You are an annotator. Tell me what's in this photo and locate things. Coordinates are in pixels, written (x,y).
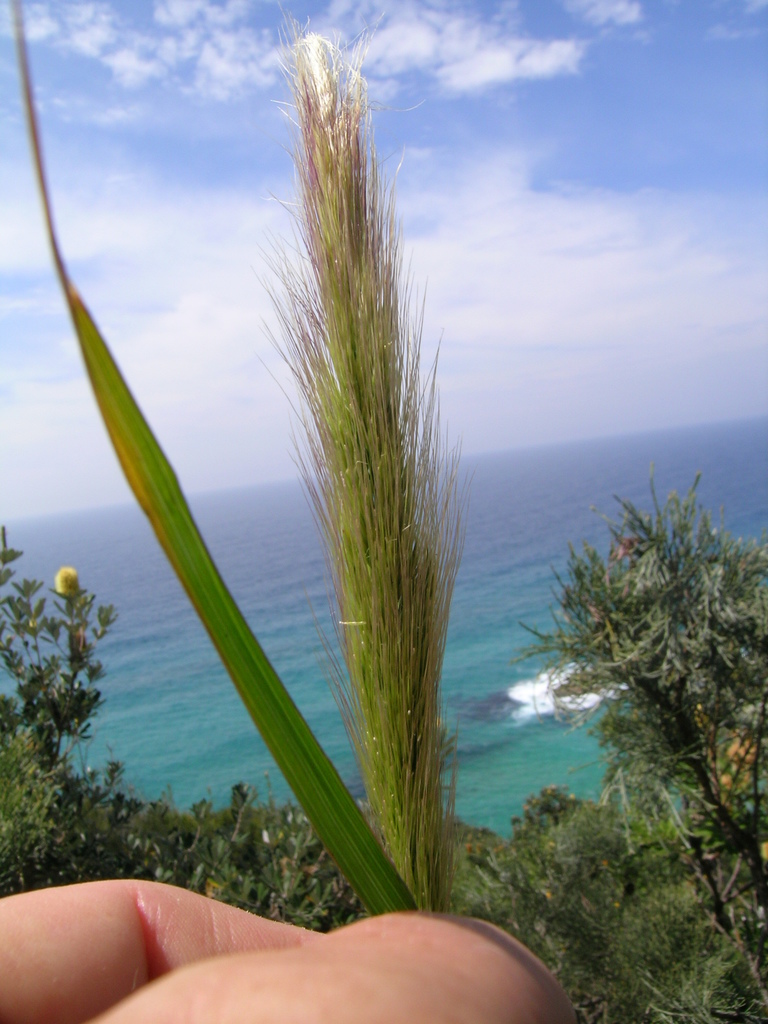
In the bottom left corner of the image (193,914) we can see two fingers (183,914). Behind the fingers (419,912) there are some plants (725,886), grass (311,760) and water (125,530). At the top of the image (112,25) there are some clouds (214,31) in the sky (78,169).
